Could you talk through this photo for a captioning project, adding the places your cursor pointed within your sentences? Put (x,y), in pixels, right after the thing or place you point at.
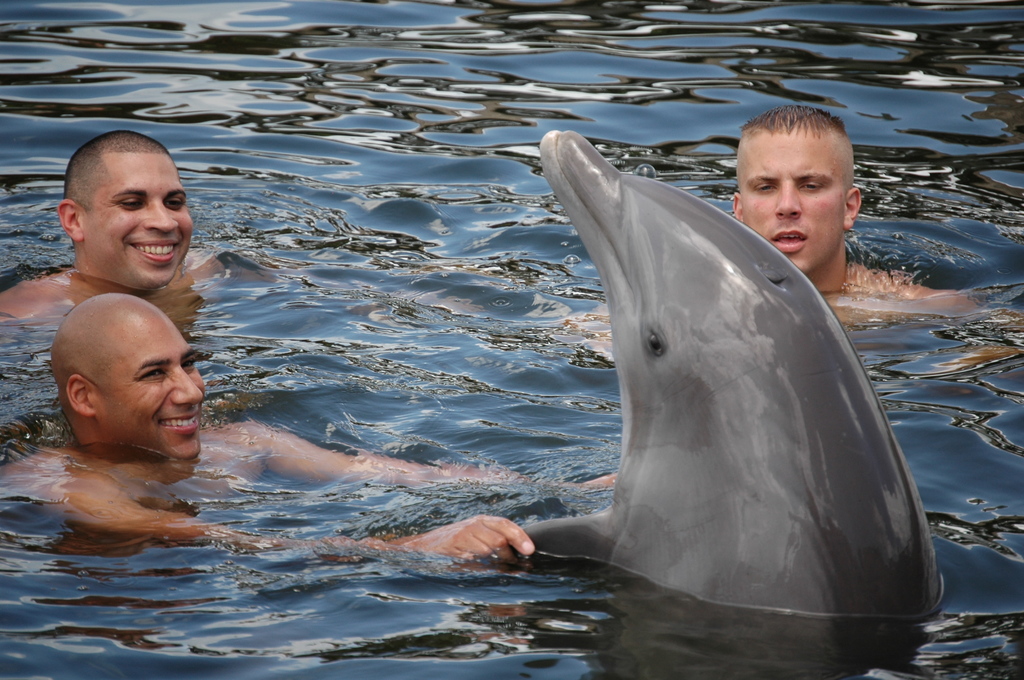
There are three persons (121,229) in the water (293,387). The first (464,529) is holding the wings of the dolphin (653,475) and he is smiling, Second person (96,202) is looking to the dolphin (659,290) and smiling, the third person (766,221) is looking to the dolphin (738,360).
